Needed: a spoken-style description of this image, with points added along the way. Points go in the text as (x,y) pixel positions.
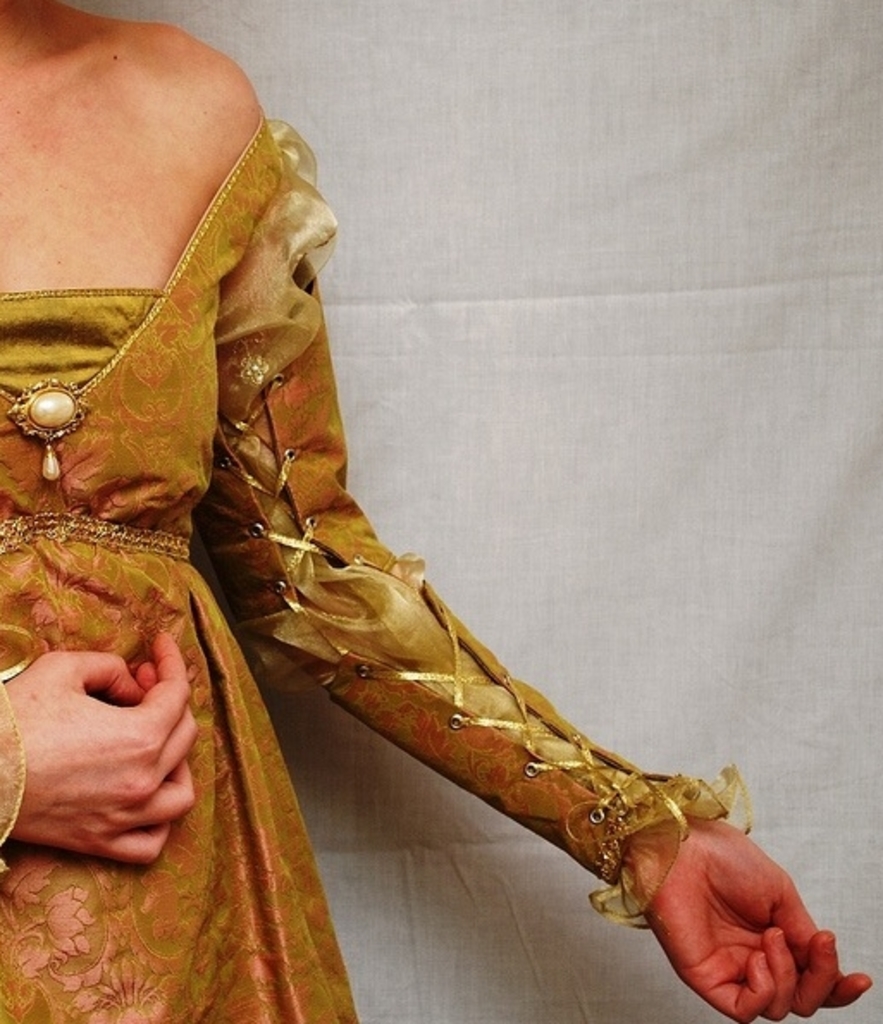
In this picture there is a half image of the woman (226,360) wearing a brown color beautiful dress (234,592). Behind there is a white color fabric curtain (486,820).
